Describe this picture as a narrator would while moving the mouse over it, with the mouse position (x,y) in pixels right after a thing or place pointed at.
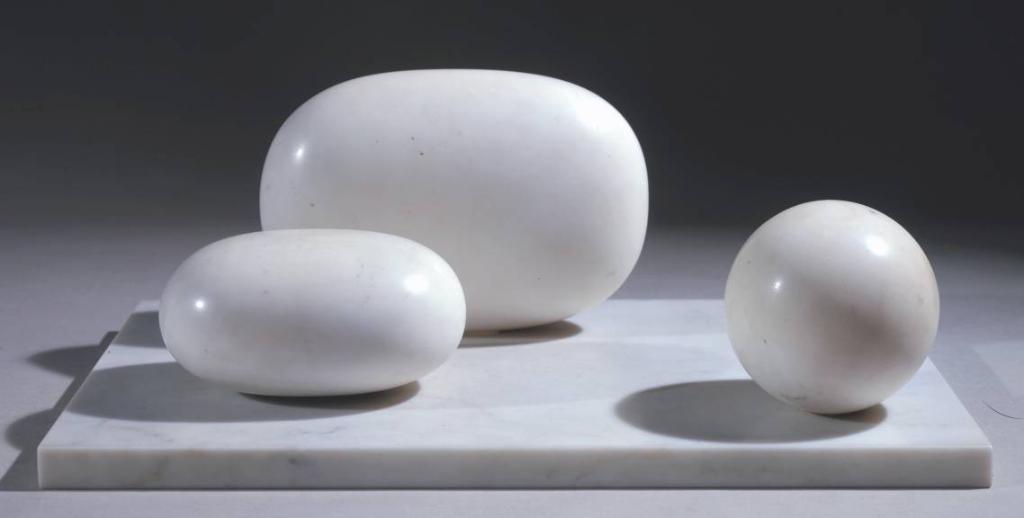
In this image, we can see different shapes of stones (623,262).
